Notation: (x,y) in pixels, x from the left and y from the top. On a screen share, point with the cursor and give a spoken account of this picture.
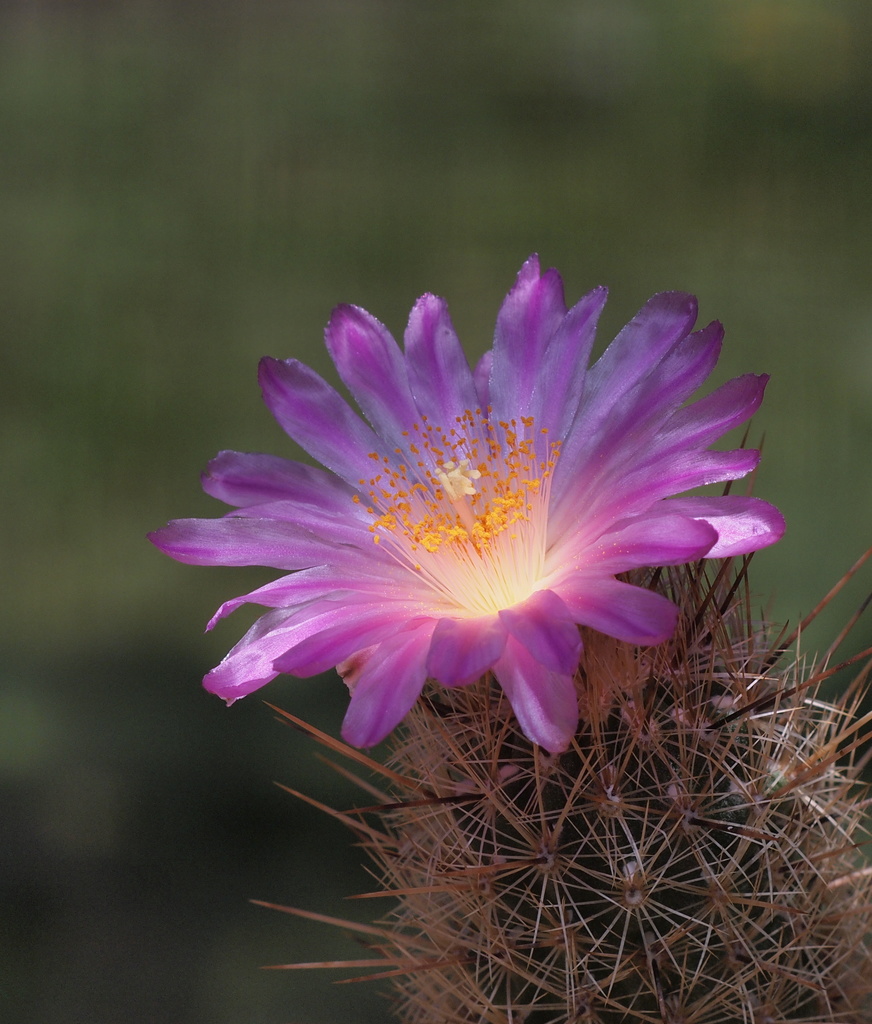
In this picture we can see a plant (533,681) with a flower (326,479) and in the background (239,319) it is blurry.
